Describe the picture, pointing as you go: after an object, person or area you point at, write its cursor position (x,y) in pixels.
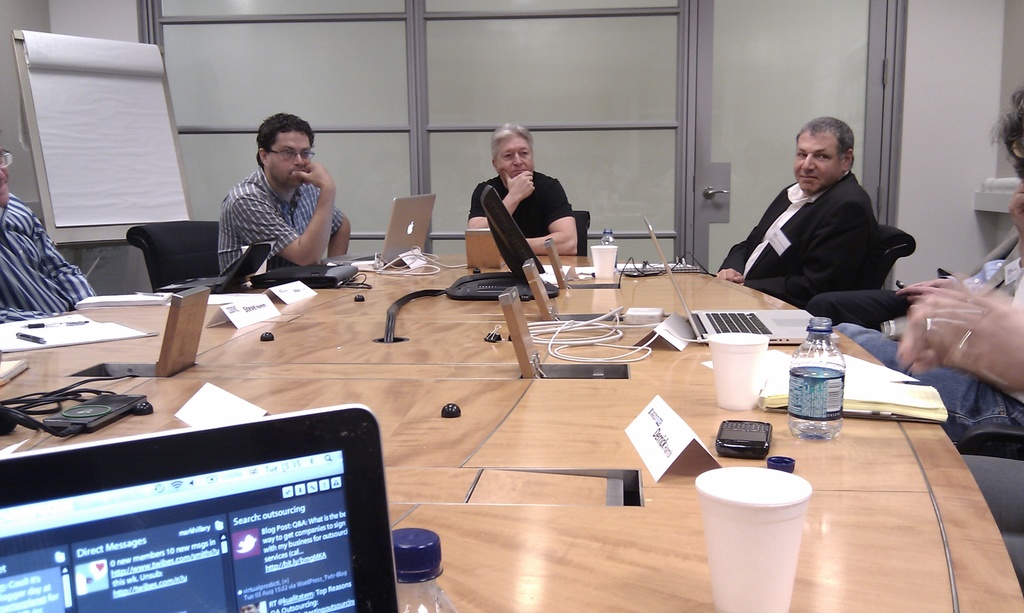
The image is taken inside a room (527,106). There is a table (428,523) and there are people (523,149) sitting around the table (318,326). We can see bottles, glasses (734,546), wires (585,331), laptops (342,560) and a mobile phone (735,441) placed on a table (552,401). In the background (165,180) we can see a board (114,122) and a door (741,116).
